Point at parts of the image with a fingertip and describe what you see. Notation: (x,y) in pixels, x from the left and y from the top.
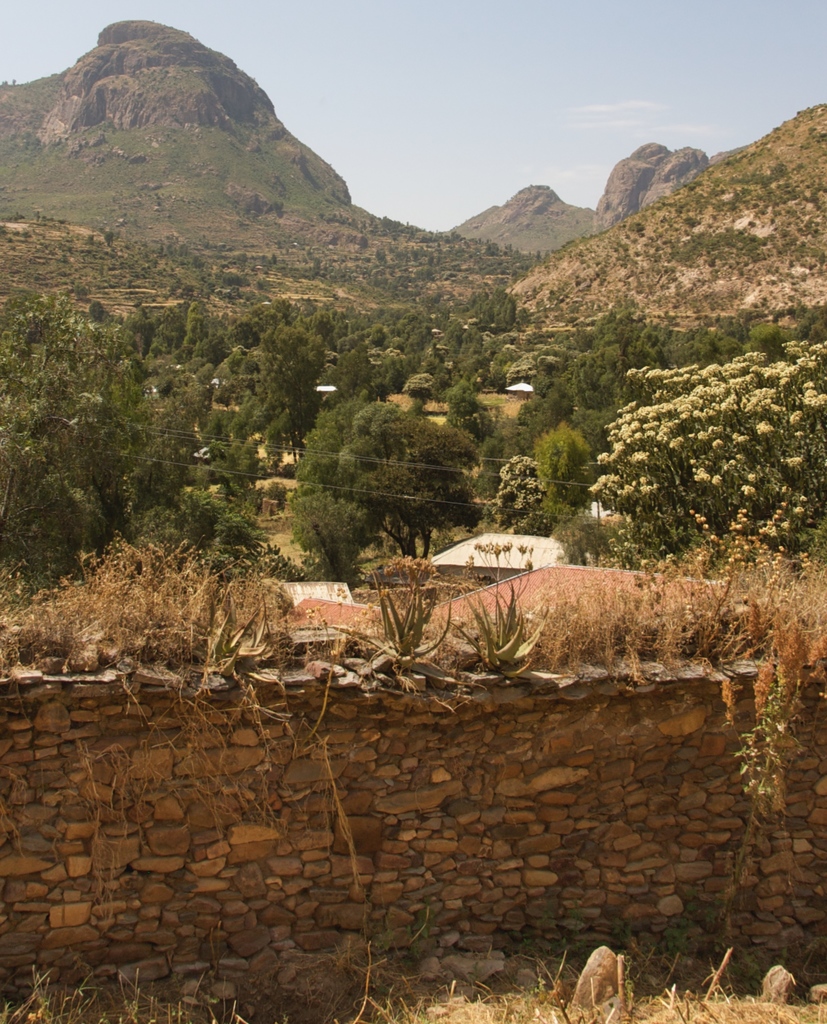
In this image, I see a wall (22,717) and there are plants (731,586) on it. In the background (234,542) I see lot of trees (619,325), a mountain (396,260) and the sky (444,76).
